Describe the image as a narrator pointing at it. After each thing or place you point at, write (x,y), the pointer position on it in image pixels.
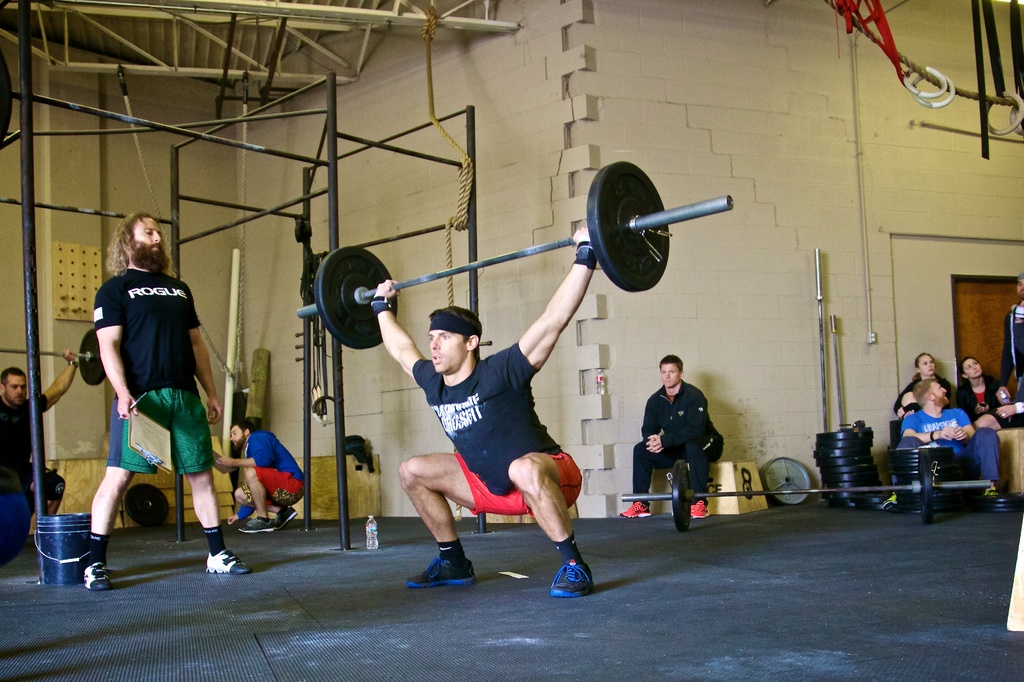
In this image I can see number of people (282,464) where few are sitting and few are standing. I can also see gym equipment (348,307), a water bottle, a bucket (76,542), iron bars (344,538), few ropes (985,95) and here I can see something is written.
